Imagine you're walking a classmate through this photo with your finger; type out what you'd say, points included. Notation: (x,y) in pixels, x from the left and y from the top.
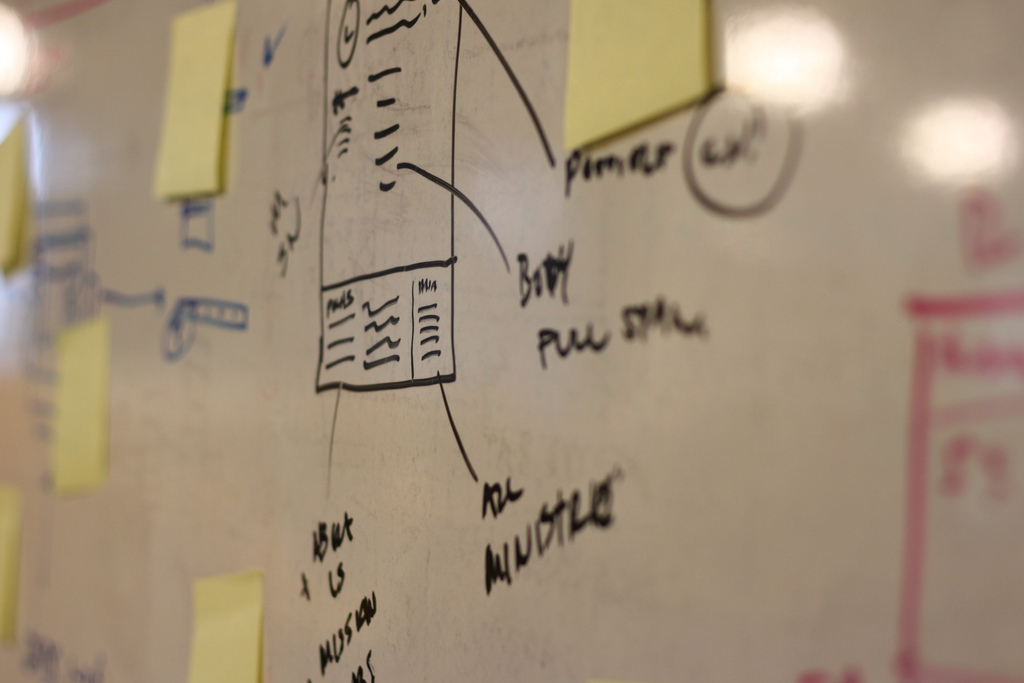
In this image there are few papers (204,602) attached to the board (476,357), there is some text (551,521) and some reflections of lights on the board (368,398).
